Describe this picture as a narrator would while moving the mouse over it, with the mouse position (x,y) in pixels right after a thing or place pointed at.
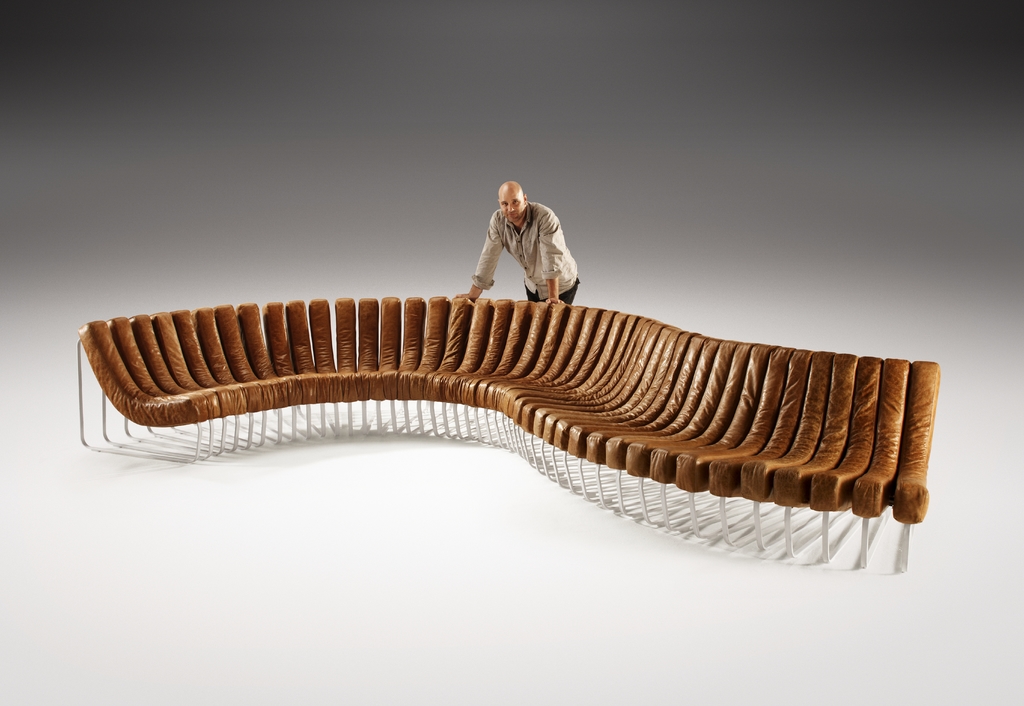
In the center of the image (395,316), we can see a sofa (391,334) and there is a man (542,239).
